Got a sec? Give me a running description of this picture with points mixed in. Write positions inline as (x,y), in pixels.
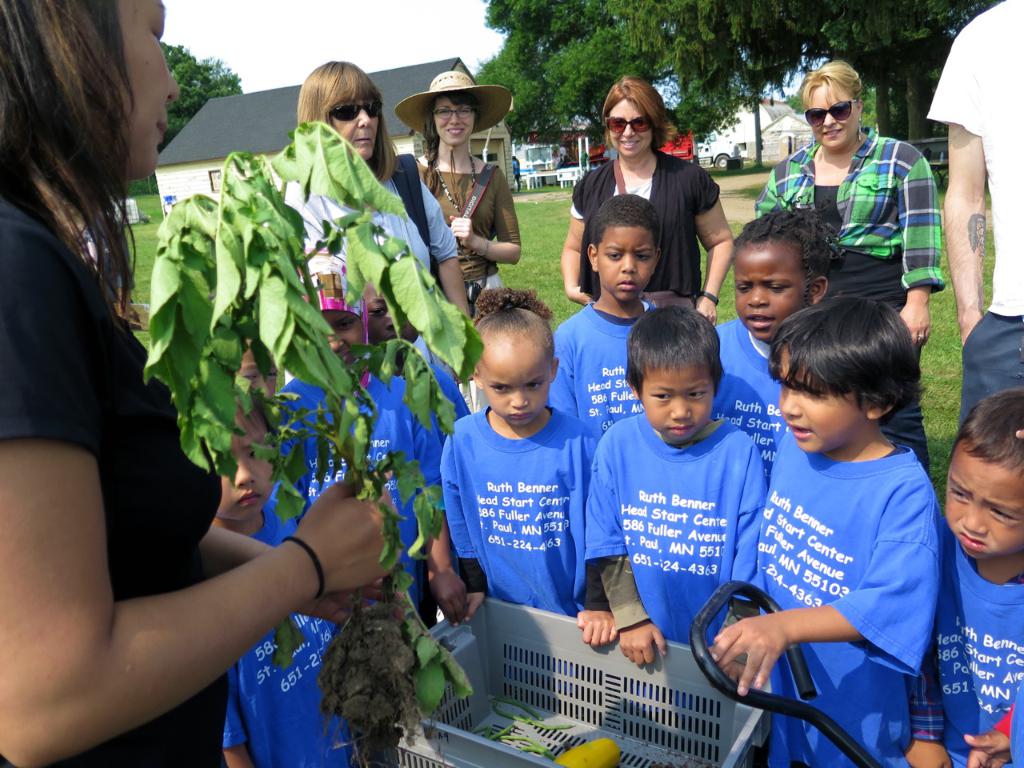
In this image we can see a lady (52,536) holding a stem (289,429). There is a basket (498,657) with some item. There are many children (588,430). Also there are many people (680,262). Some are wearing goggles (352,115). One lady (435,130) is wearing hat (428,96). In the back (394,103) there are buildings (783,123). Also there are trees (802,39). And there is sky (332,27).
